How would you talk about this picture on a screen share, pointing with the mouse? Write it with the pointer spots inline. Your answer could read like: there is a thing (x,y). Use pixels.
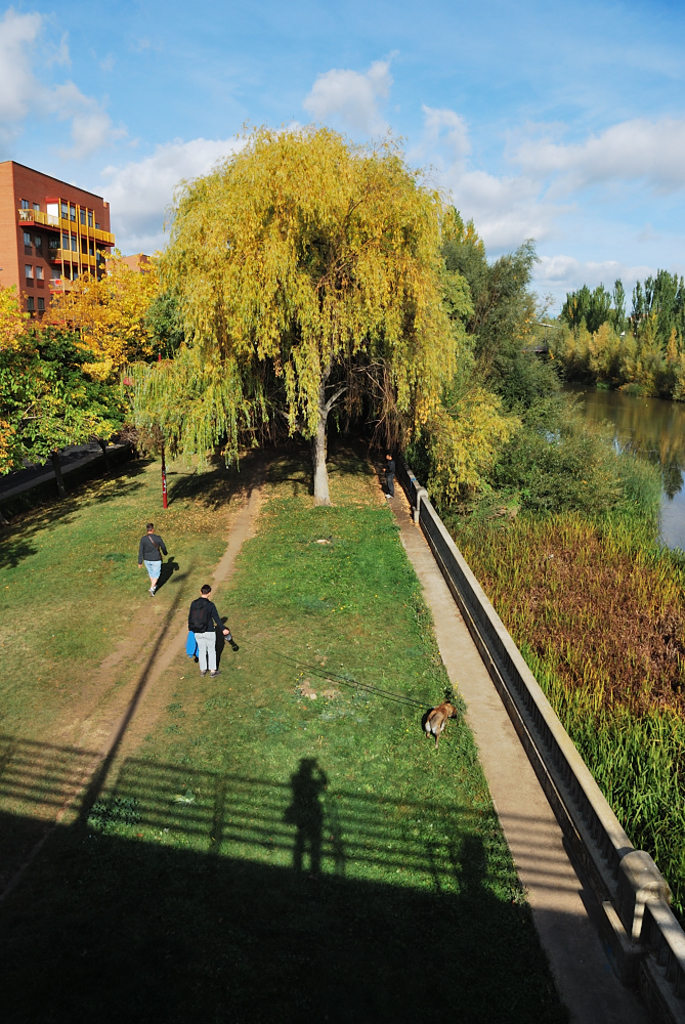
In this picture we can see few people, grass (266,662) and an animal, in the background (466,472) we can find few trees (290,269), a building (46,192) and clouds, on the right side of the image (608,418) we can see water (678,475).
